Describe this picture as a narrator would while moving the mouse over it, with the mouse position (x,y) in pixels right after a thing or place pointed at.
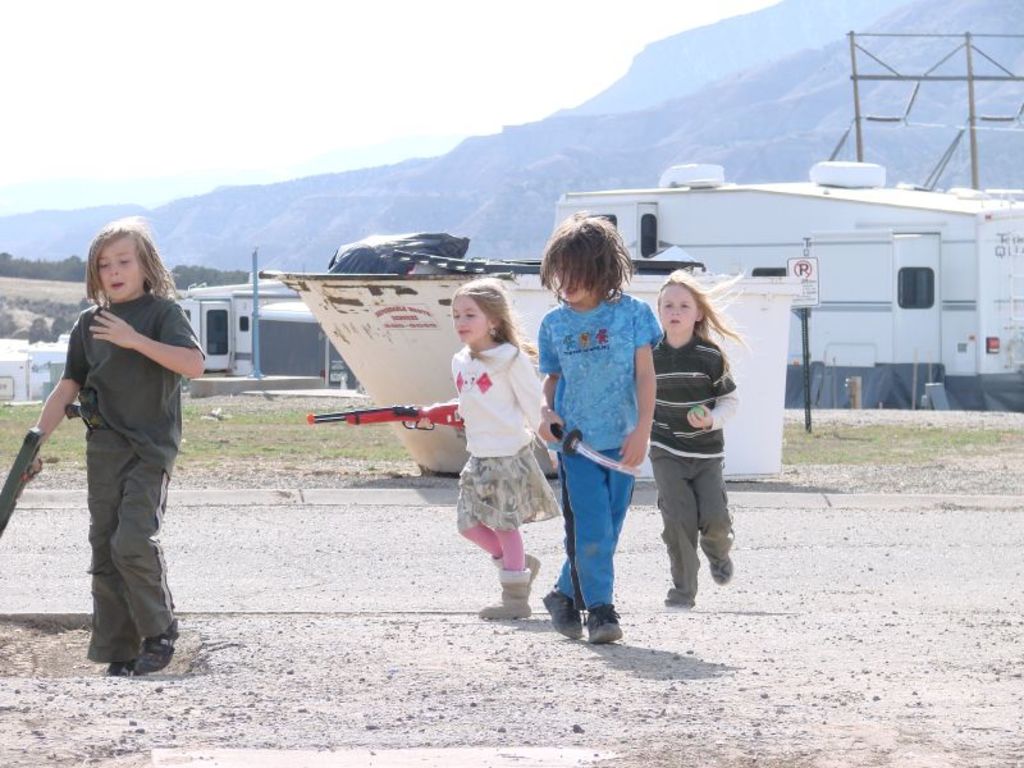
In this image, there are four children (168,486) holding the toy guns (364,412) a sword (562,438) and walking. This looks like a van (711,230). This is the signboard (808,271), which is attached to the pole (808,313). I can see a white color object (361,335), which is placed on the ground (776,477). In the background (491,187), I can see the mountains (693,81).
